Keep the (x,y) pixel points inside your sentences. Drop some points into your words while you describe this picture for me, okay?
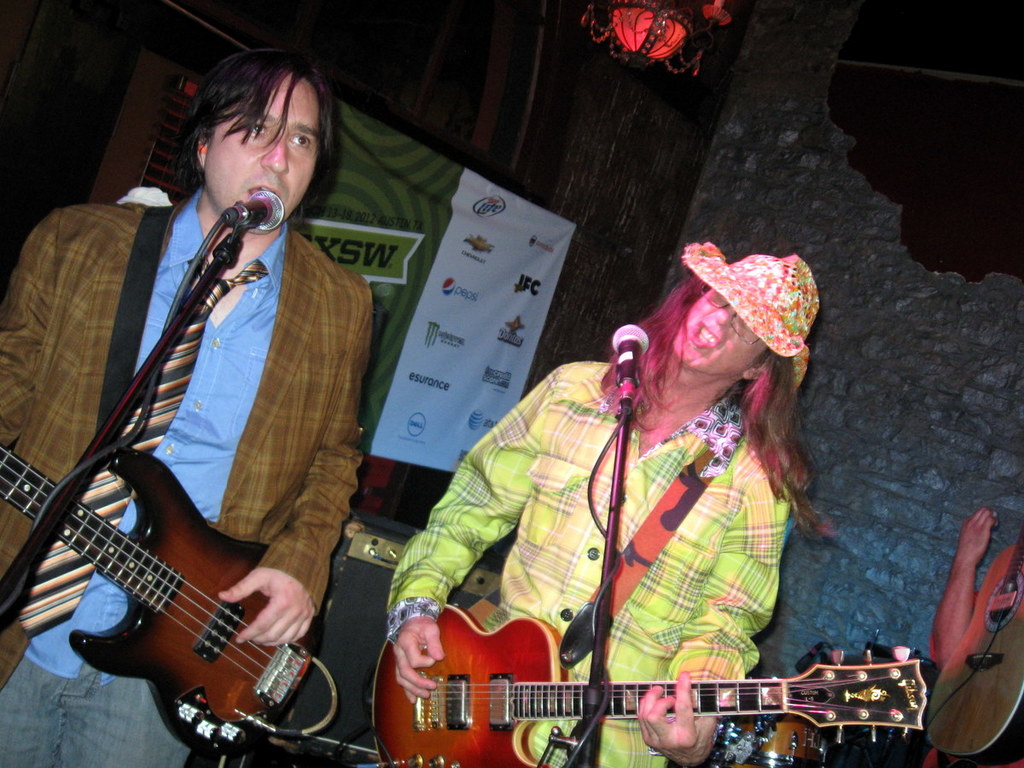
In this image, There are two persons (639,453) standing and holding a music instrument (518,656) and they are singing in microphone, In the right side (905,401) there is a wall (900,266) of gray color, In the background (475,271) there is a poster (464,261) off white and green color.
